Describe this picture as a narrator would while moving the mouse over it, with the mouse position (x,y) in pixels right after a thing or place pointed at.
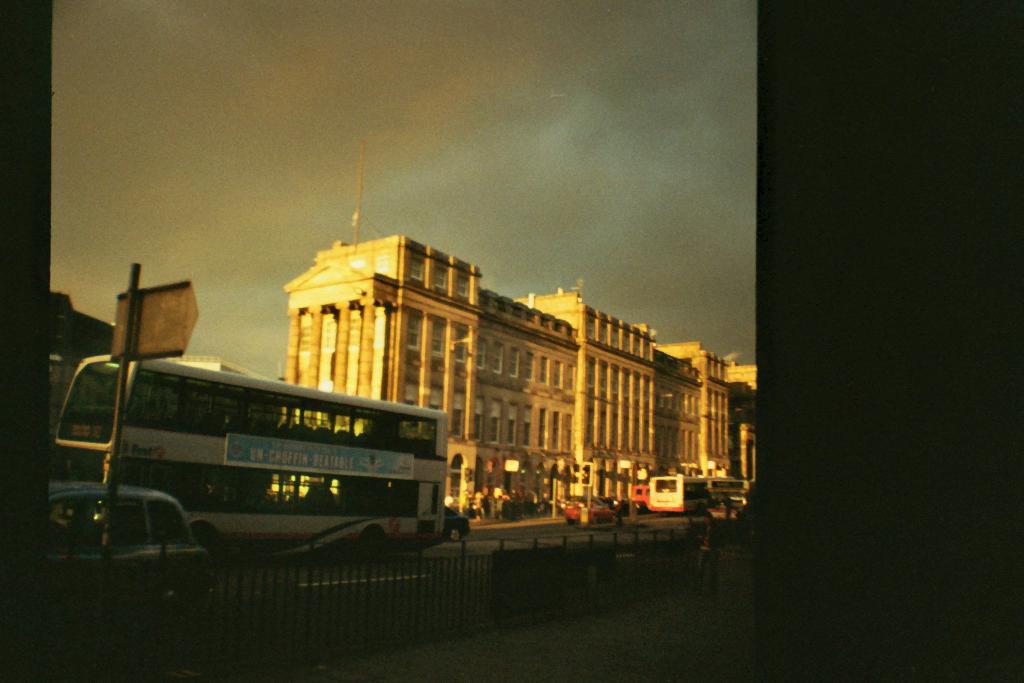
In this image there is a building (475,414). In front of the building (485,483) there are few moving vehicles (434,508) on the road (476,530) and there is a railing (638,570). In the background (449,103) there is a sky (406,101).
